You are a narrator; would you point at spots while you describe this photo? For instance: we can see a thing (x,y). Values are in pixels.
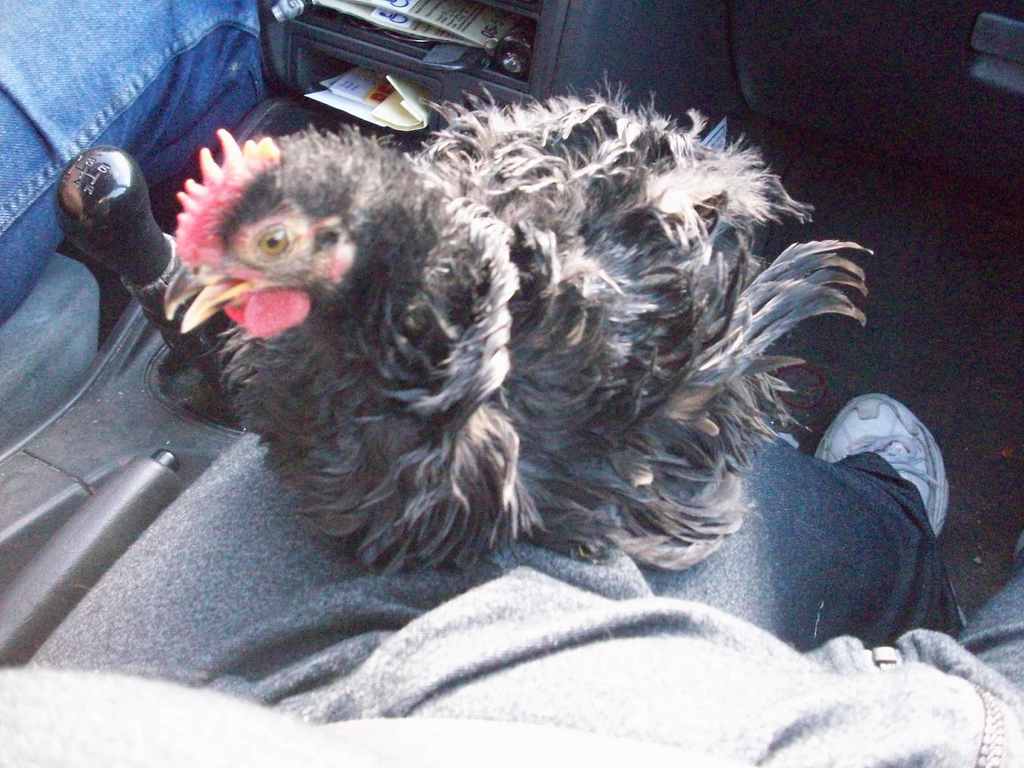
In this image I can see two people (144,11) and a bird (543,322) in the vehicle (23,450). I can see the gear rod (129,188) and few papers (354,86).
